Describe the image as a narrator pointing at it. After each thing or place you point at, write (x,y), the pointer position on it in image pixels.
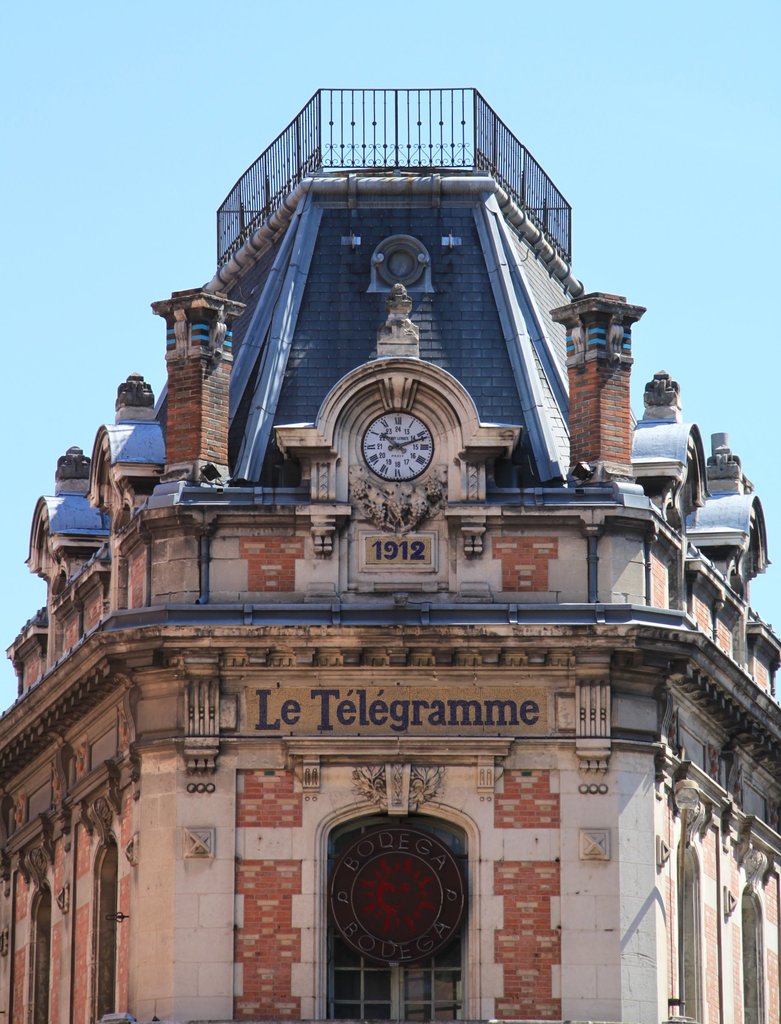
In the foreground of the picture (321,574) there is a building (243,821). In the center of the building (417,419) there is a clock (381,421). At the top (260,211) there is railing (550,192). Sky (96,120) is clear and it is sunny.
